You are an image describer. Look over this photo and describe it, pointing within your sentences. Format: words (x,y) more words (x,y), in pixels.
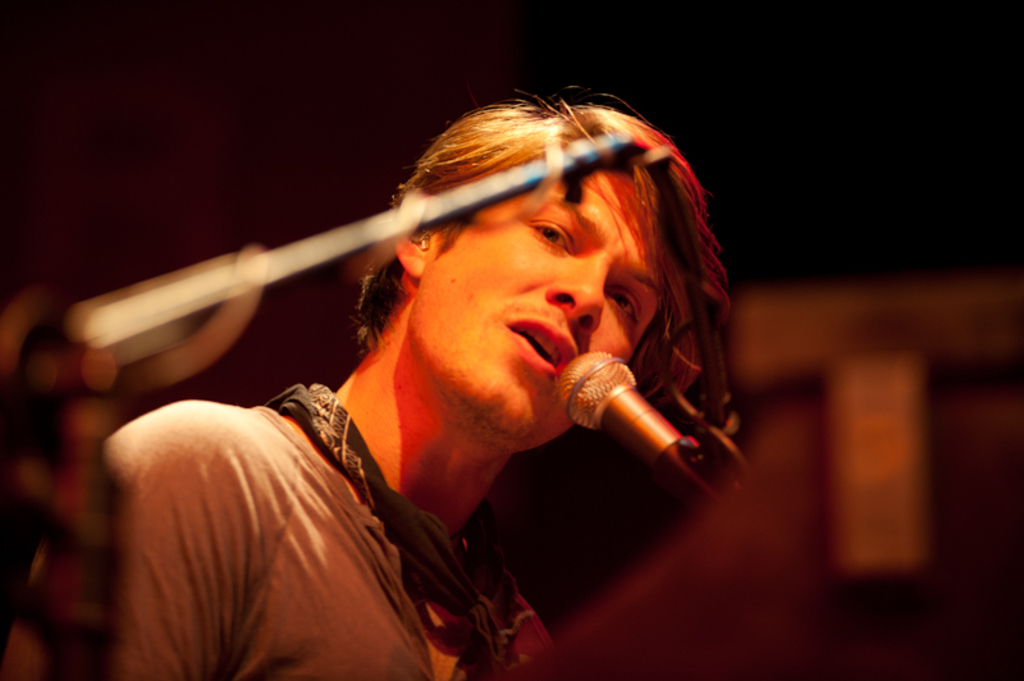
In this picture we can see a man (282,449), mic (593,415), some objects (734,464) and in the background (741,73) it is blurry.
